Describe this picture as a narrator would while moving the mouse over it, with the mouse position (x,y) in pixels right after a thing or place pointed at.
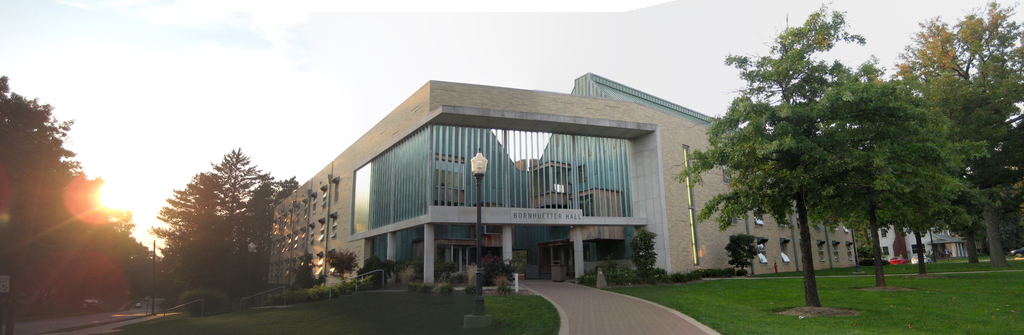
In this image, there is an outside. There is a building (611,133) in the middle of the image (538,202). There are some trees (44,240) on the left (7,173) and on the right side of the image (908,94). There is a pole (477,238) at the bottom of the image (477,266). There is a sky (477,32) at the top of the image (405,57).
